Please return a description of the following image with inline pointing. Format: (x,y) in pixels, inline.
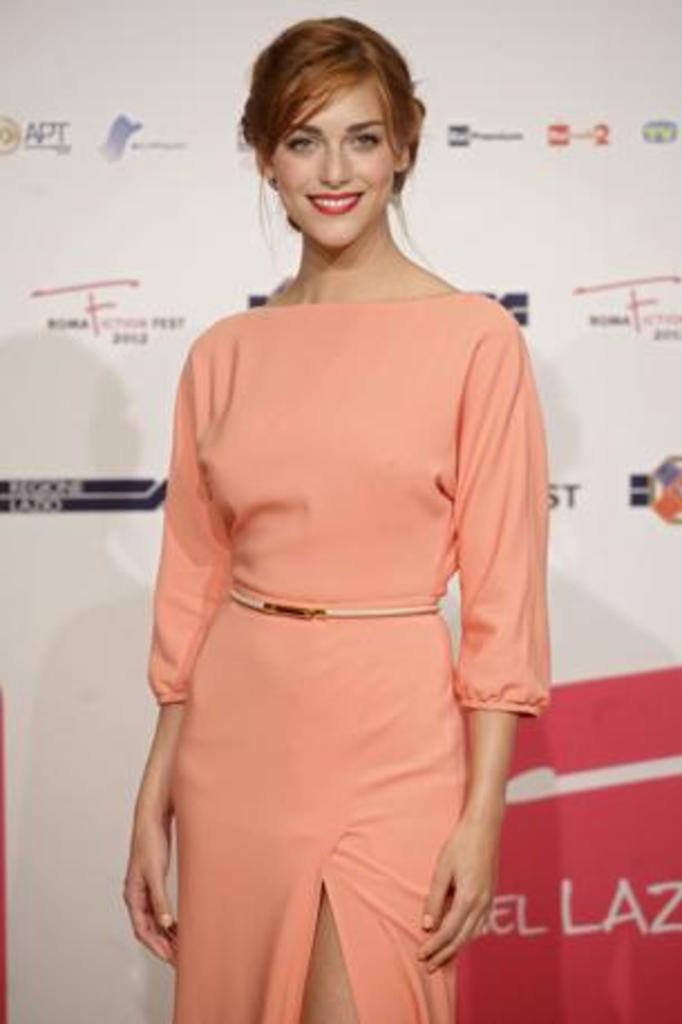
In this image in the center (245,537) there is one woman (322,529) standing and smiling, and in the background (547,351) there is a board (101,312). On the board (107,314) there are some logos (531,797) and text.
